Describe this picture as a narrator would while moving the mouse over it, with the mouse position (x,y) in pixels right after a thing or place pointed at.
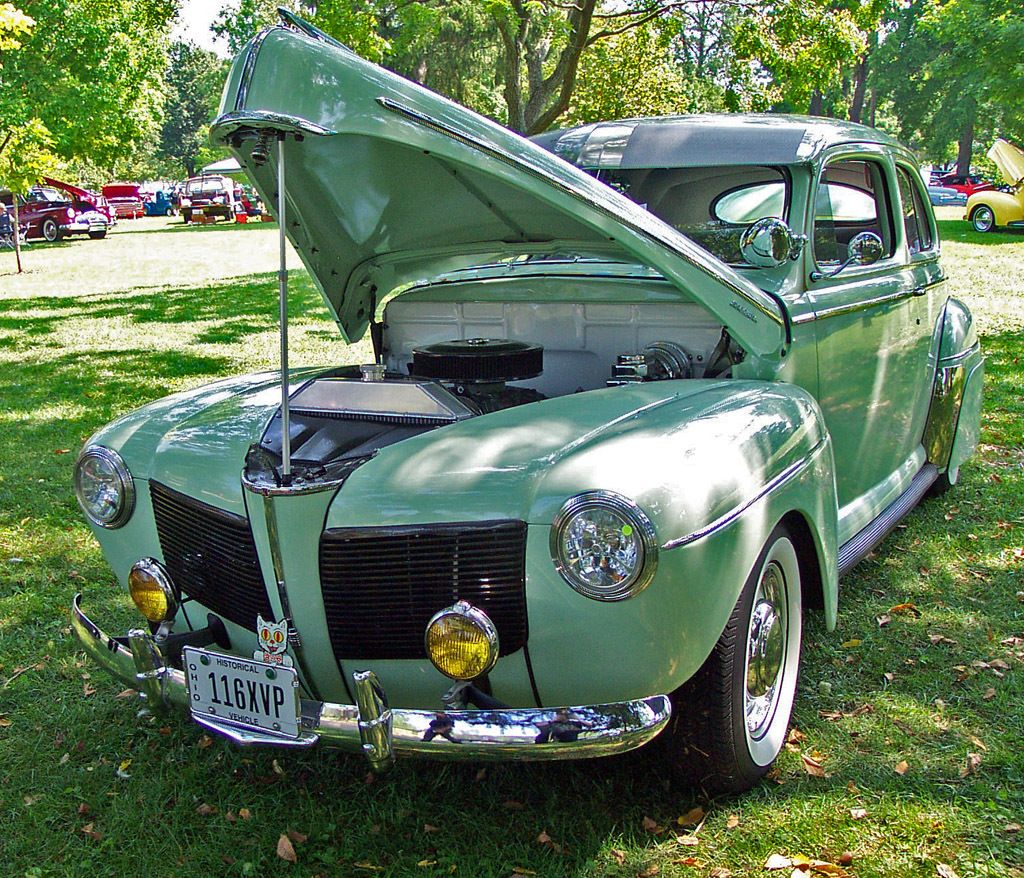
In this image there is a old vintage car (758,468) on the ground (890,622) with a opened hood (454,238). In the background (401,30) there are trees (604,41) and there are so many cars (143,207) on the ground (150,231).
